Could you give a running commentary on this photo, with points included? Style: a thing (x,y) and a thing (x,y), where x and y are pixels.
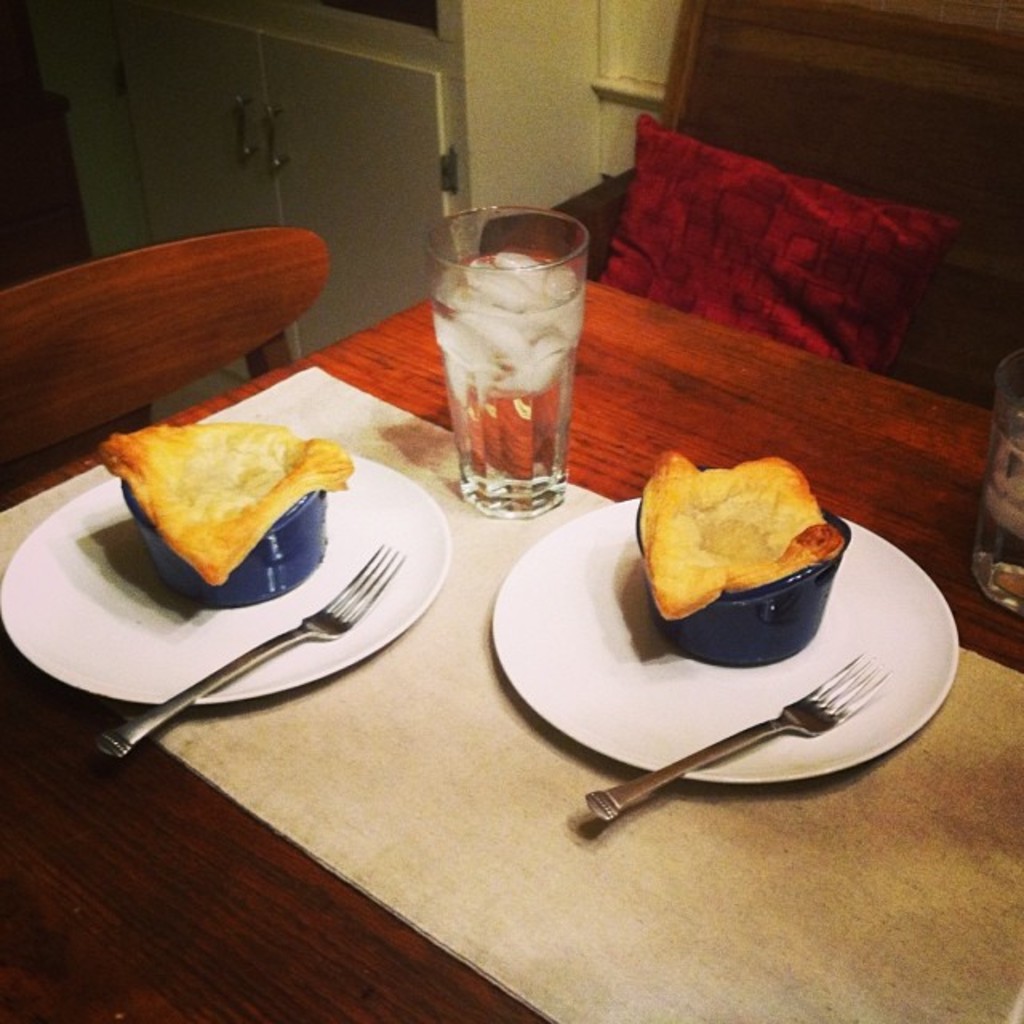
In the center of the image (647,350) there is a dining table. There are plates (348,645), forks (612,789), cups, glasses (471,362) and some food (265,513) placed on the table (565,841). There are chairs (169,305). In the background (290,145) there is a cupboard (362,138).
